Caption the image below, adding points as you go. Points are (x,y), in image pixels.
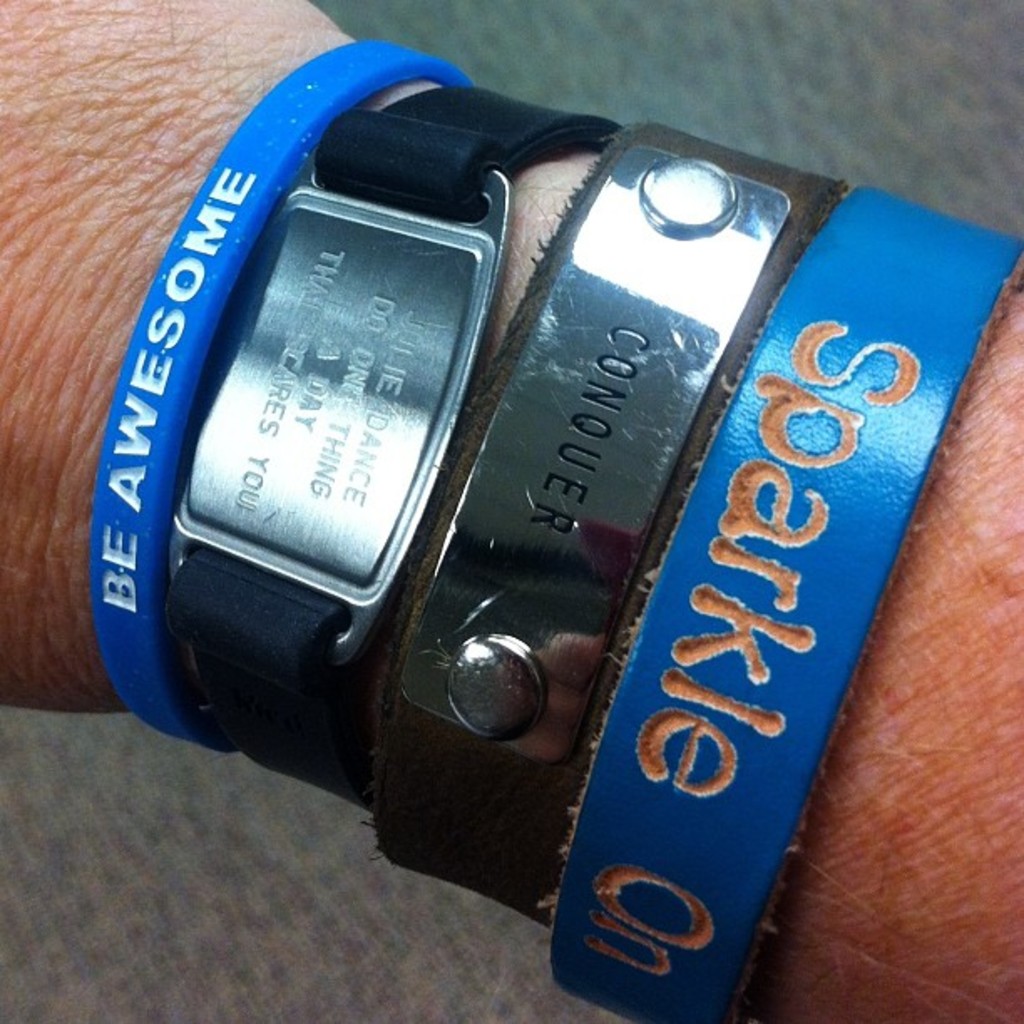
In this picture we can see a person hand (11,538) with bracelets (414,220) on it and in the background (846,101) we can see a platform (846,101).
